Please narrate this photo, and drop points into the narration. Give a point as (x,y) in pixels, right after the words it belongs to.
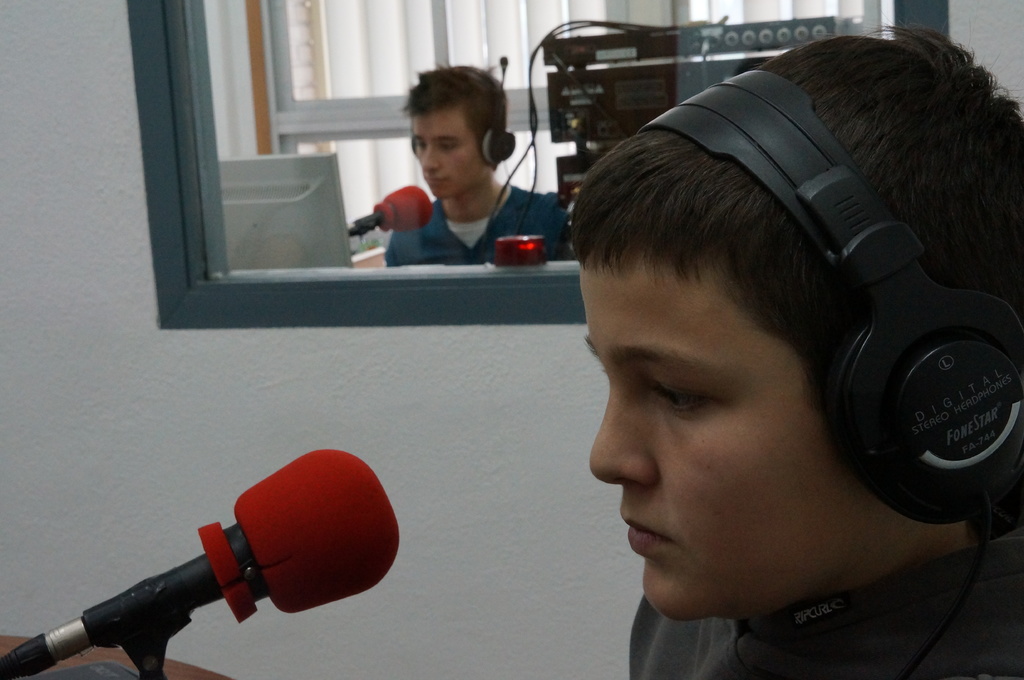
In this image I can see a person (822,498) wearing headphones (887,293), in front of person (944,280) I can see a red color mike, in the middle (403,240) I can see a glass window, through glass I can see a person (440,128) wearing headphones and mike (382,218), cable cord wire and system (279,225) and window (328,76) visible and glass window (205,244) attached to the wall (104,352).
